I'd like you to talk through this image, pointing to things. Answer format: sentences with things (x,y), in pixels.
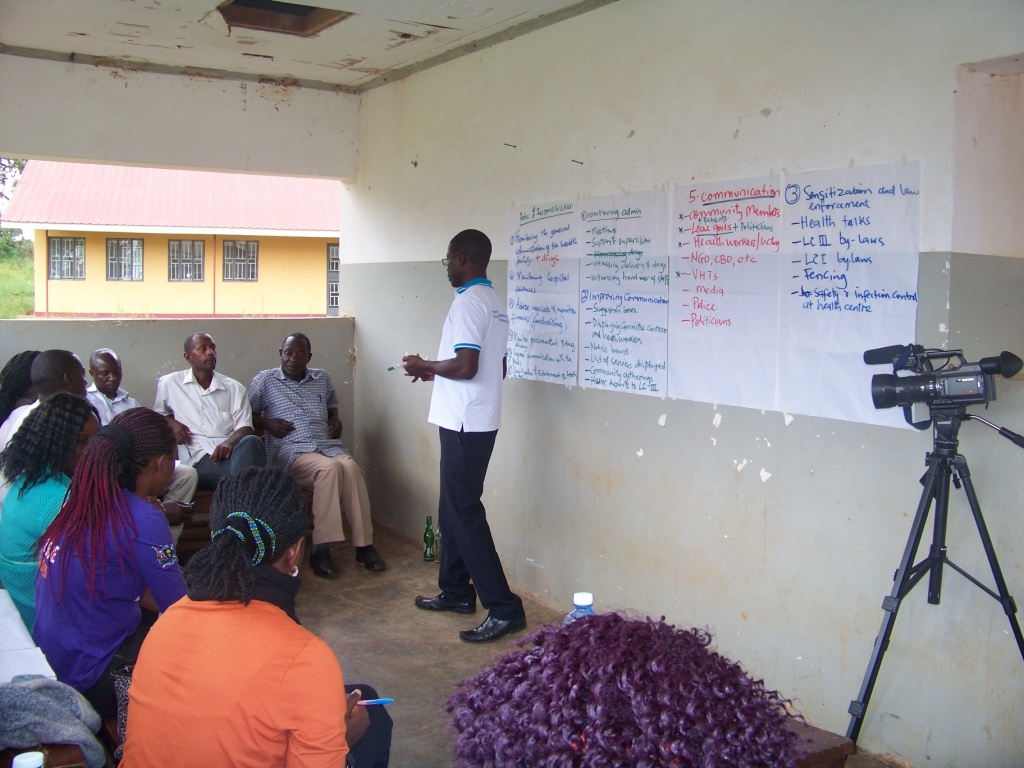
As we can see in the image there is a white color wall (570,58), camera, papers (736,313), few people (198,742) sitting on chairs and there is a house (190,273).
